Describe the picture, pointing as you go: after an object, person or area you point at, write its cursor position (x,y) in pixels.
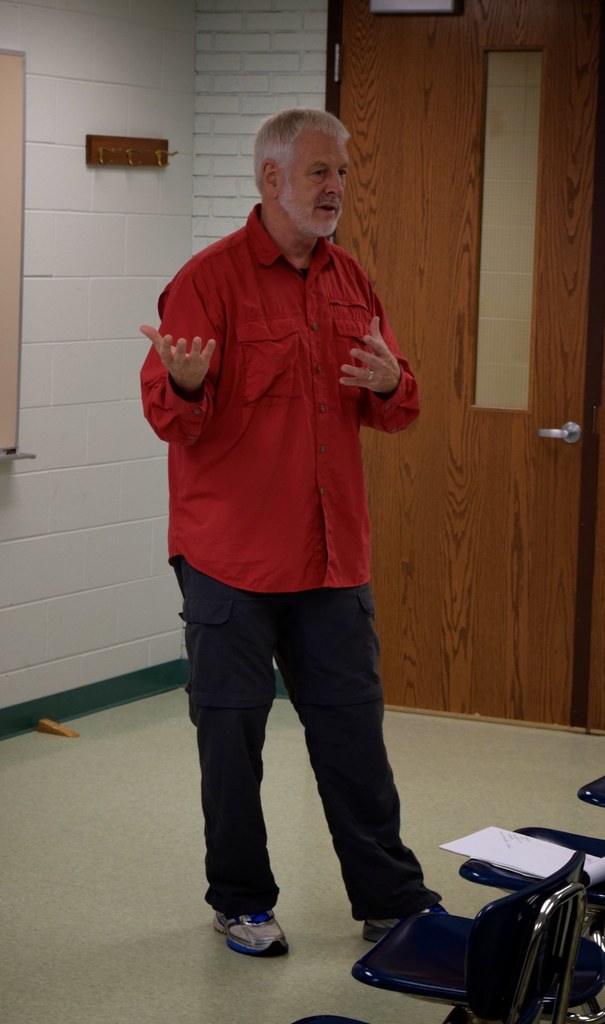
In this picture, There is a floor (126,846) which is in yellow color and in the middle (244,554) there is a man (254,422) standing and in the background (461,585) there is a brown color door (538,445) and there is a white color wall (92,234), In the right side (481,1009) bottom there are some chairs (481,990) which are in black color.
